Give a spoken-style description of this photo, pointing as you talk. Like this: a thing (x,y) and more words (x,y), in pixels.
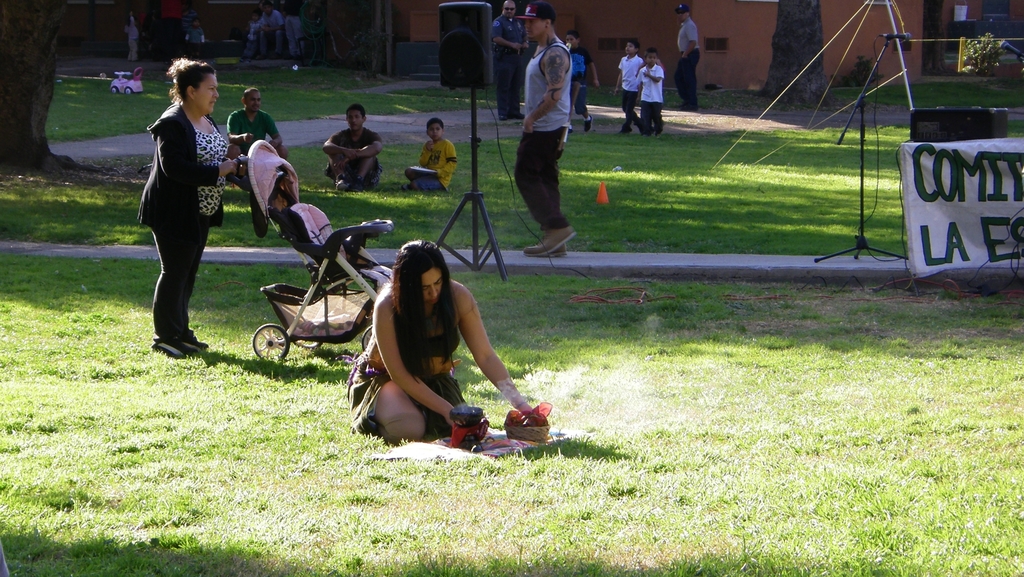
In this image we can see a group of persons (477,348) and grass (322,177). On the right side of the image (1004,235) we can see a table (1005,218) with a banner (970,222) and a mic (898,33) with a stand (862,119). On the left side of the image (28,76) there is a tree (23,63) and behind the persons (279,42) there is a wall (877,19) of a building (346,34) and houseplants (989,70). In the middle of the image (461,225) there is a speaker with a stand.
